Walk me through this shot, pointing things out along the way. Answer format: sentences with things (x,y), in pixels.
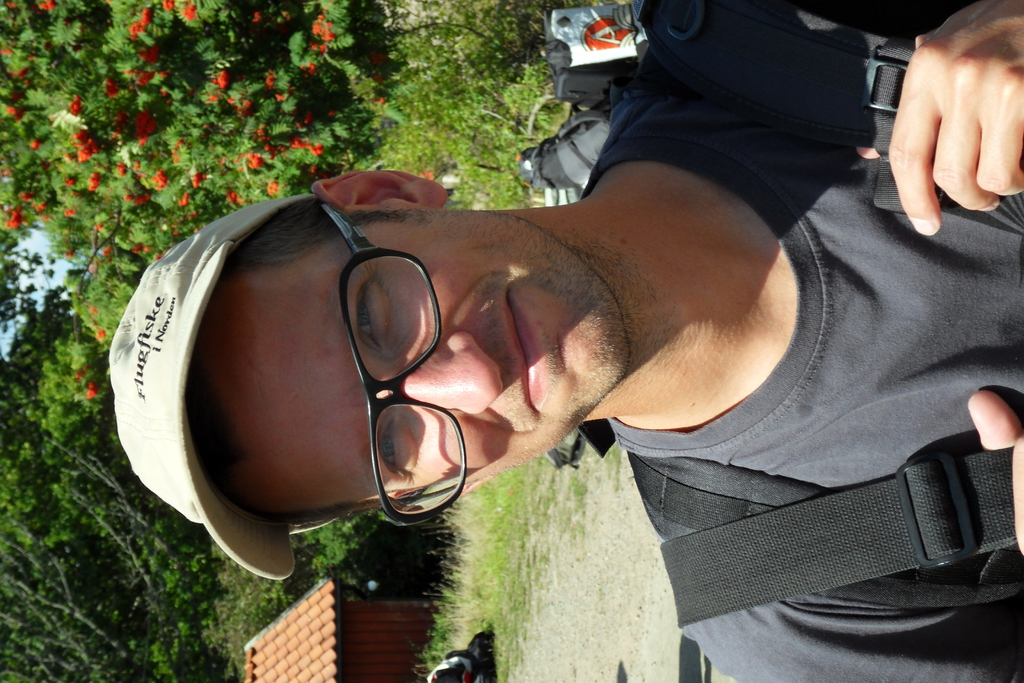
In the center of the image (512,361) there is a person (616,372) wearing a bag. In the background (326,72) there is a house (328,644), trees (361,145), plants (463,74), grass (500,589), road (563,612) and sky (42,277).
